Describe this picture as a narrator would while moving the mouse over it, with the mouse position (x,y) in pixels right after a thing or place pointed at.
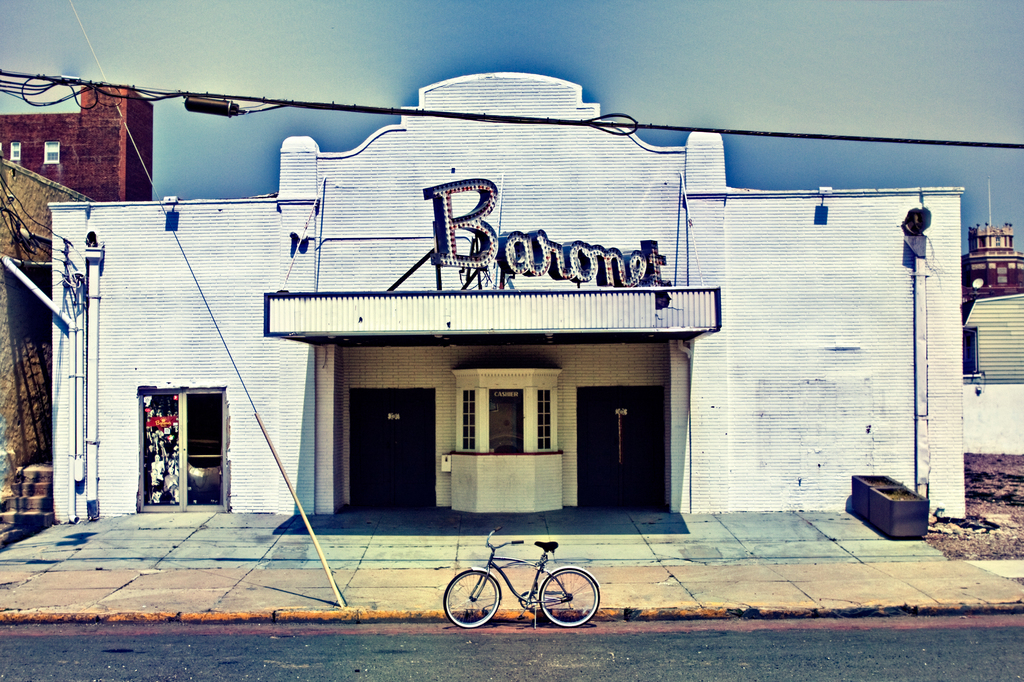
In front of the image there is a cycle (469,609) parked on the road (456,628), beside the cycle (494,567), there is a building (601,287), on top of the porch (465,296) there is a neon symbol (519,255), on the entrance (499,434) of the building (458,470) there are closed doors (423,454), beside the building (223,305) there are few other buildings (13,170), at the top of the image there are cables (211,312) passing through.
